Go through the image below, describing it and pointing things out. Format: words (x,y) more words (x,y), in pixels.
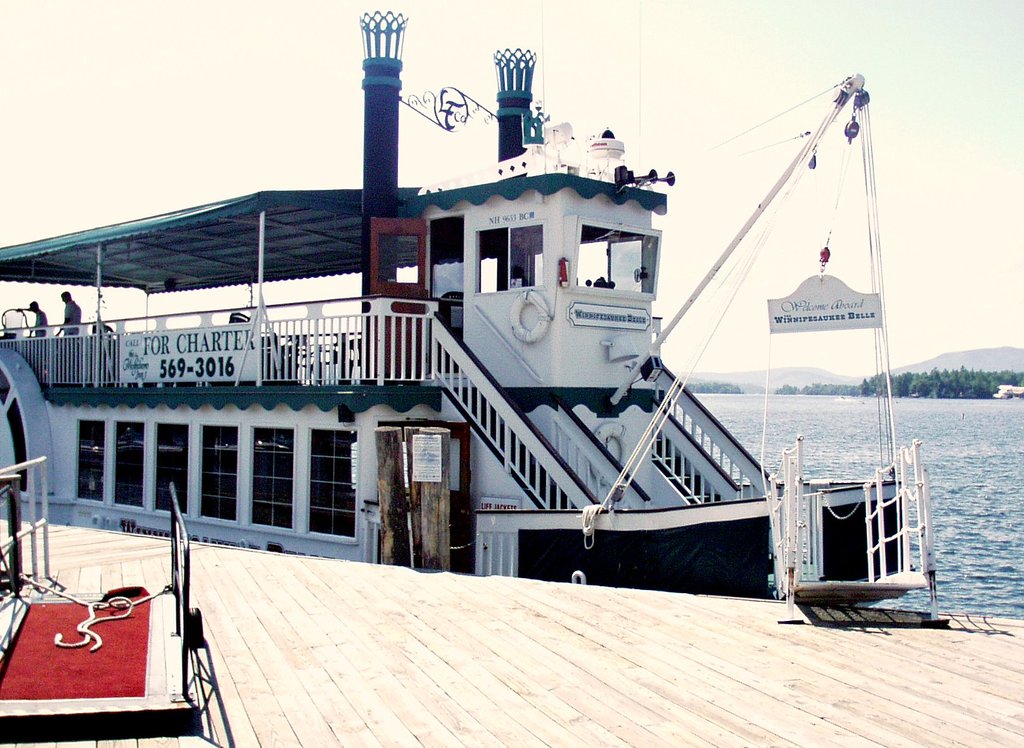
In this image I can see the wooden surface (230,612) and there is a trolley (119,669) on the surface (259,655). To the side I can see the ship (522,423) on the water (963,555). The ship (475,402) is white color. In the background (787,272) I can see many trees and the sky (126,89).
